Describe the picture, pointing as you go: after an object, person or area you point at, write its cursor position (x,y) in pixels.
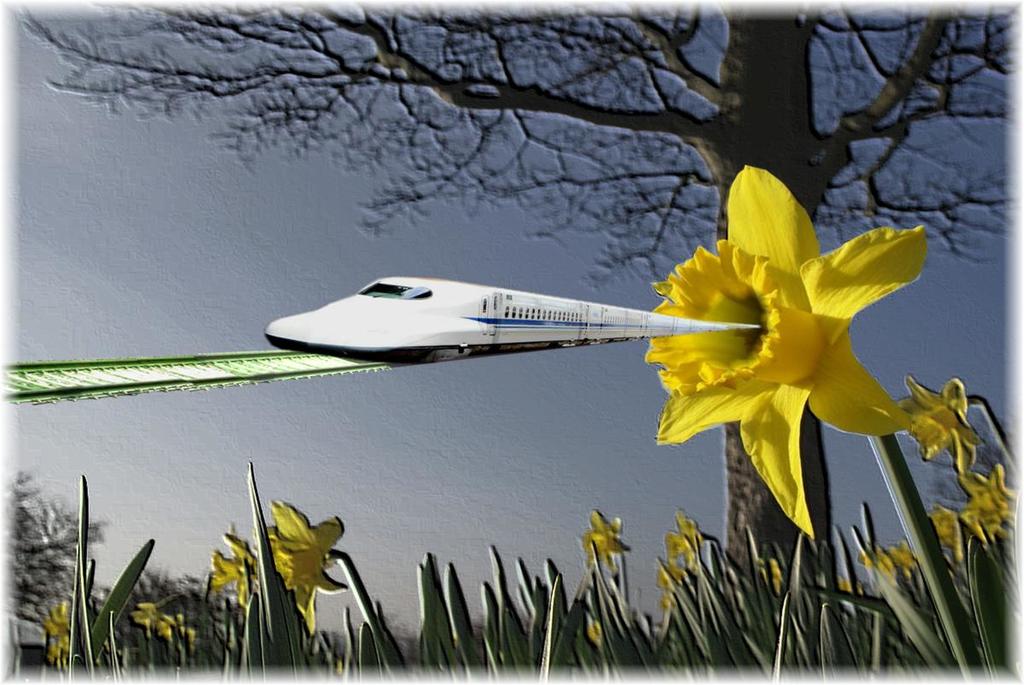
It is an edited image, at the bottom (801,494) there are yellow color flowers (291,569), on the right side (790,25) there is a tree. In the middle (507,292) a train (301,322) is moving on the railway track (305,369) and this is the sky (199,232).
